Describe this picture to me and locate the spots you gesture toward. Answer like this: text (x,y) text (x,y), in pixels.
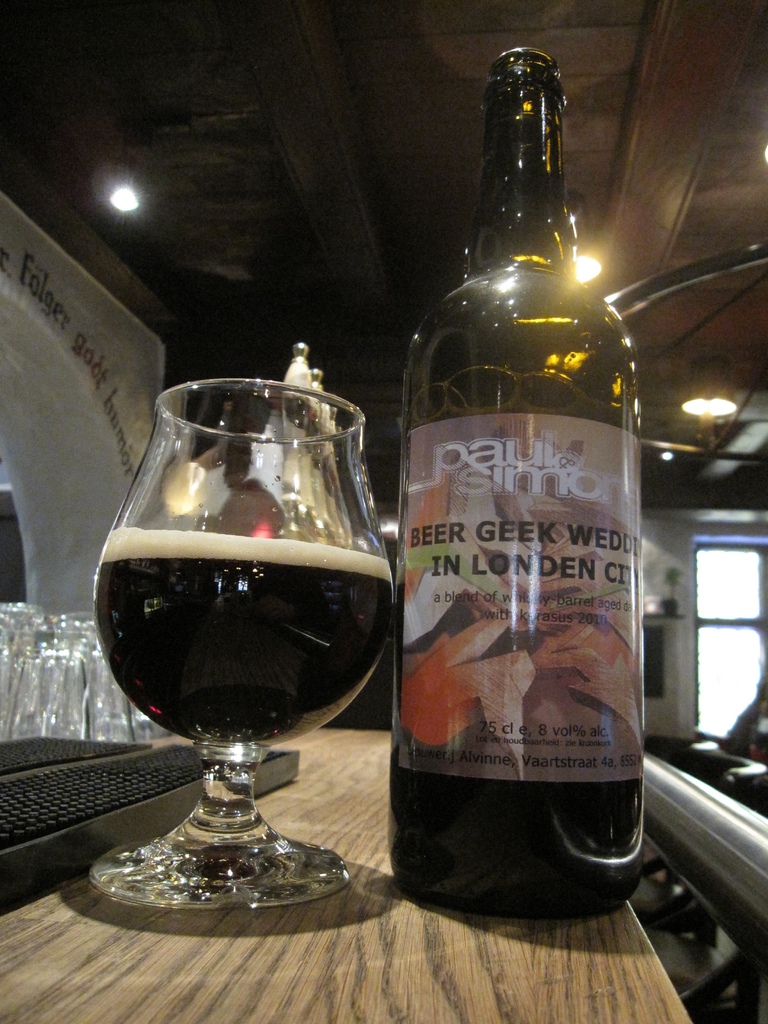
In this image In the middle (485,524) there is a table (361,973) on that there is a bottle (495,565) and glass (204,548) with drink (215,649) in it. In the background (692,677) there is a window (732,572), light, text (99,358) and wall (72,525).
